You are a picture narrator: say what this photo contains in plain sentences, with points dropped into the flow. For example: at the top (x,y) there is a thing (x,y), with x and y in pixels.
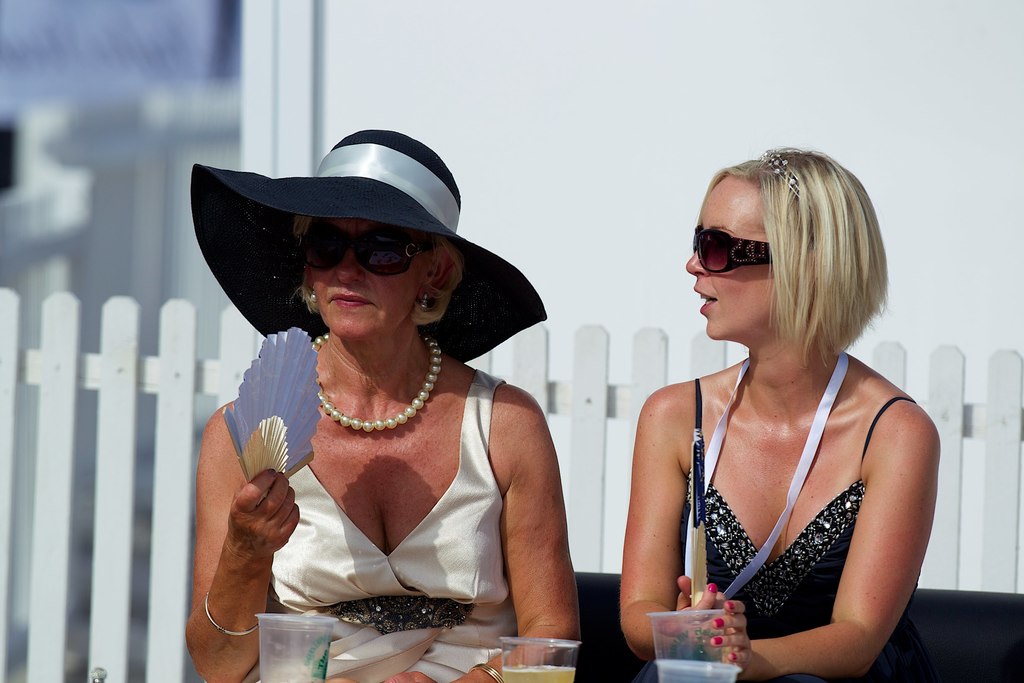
In this image, two people (574,600) sitting on the sofa (583,633) and are wearing sunglasses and holding some objects (268,348) and one of them is wearing a hat (294,271). In the background (530,348), there is a fence (649,337) and a wall (558,90). At the bottom (295,631), there are glasses (547,670) with drinks (531,670).
